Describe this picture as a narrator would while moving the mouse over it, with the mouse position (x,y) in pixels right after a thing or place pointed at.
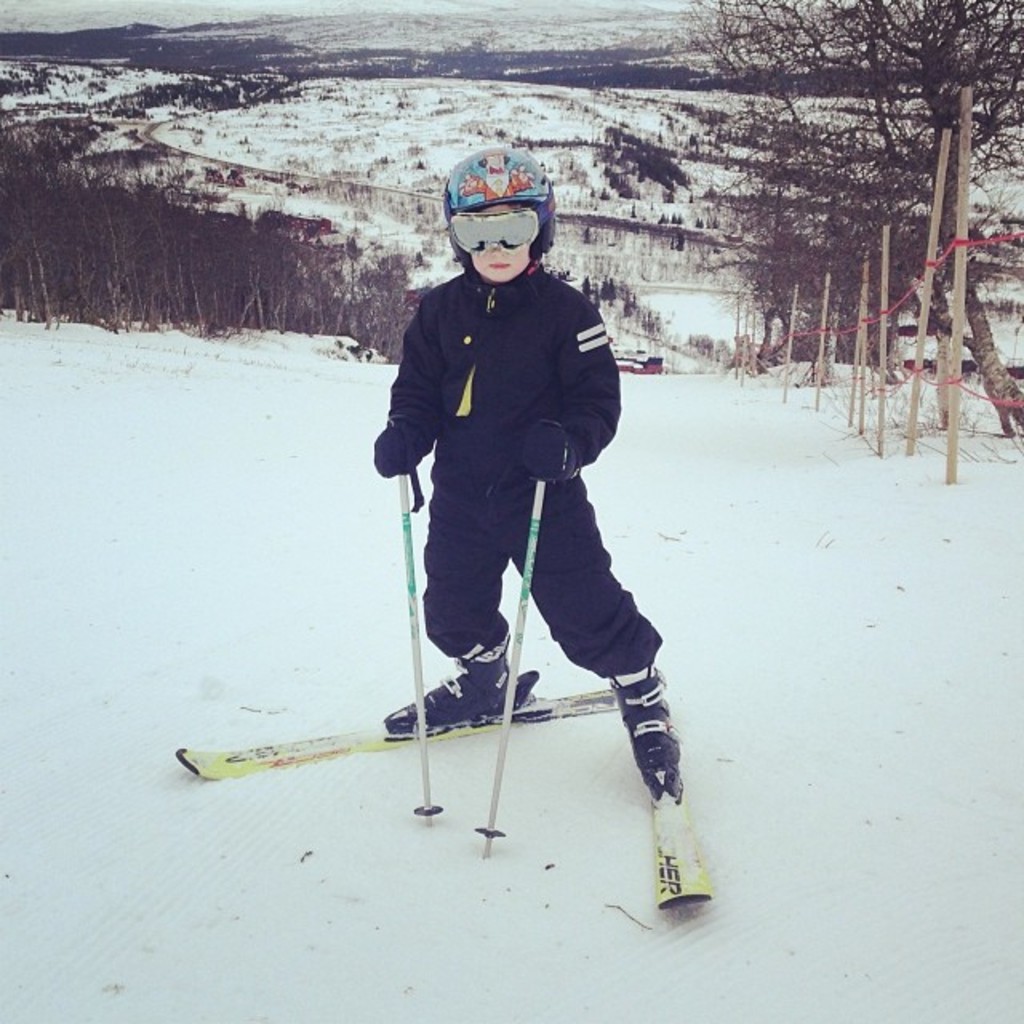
This picture shows a person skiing on the snow (110,707) and we can see some trees (784,328) on the side.
